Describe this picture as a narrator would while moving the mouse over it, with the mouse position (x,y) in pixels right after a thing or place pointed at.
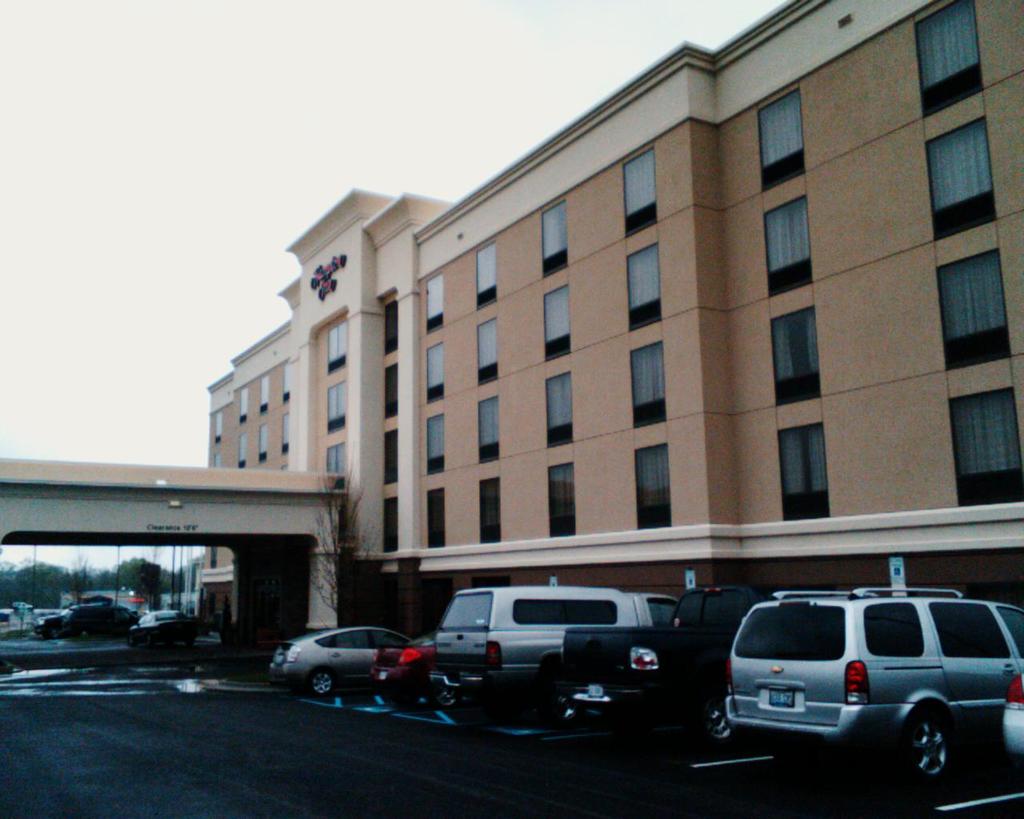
In this image we can see a building (416,353), pillars (409,347), sky (129,301), poles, trees (77,587) and motor vehicles (79,617) placed on the road (251,757).
